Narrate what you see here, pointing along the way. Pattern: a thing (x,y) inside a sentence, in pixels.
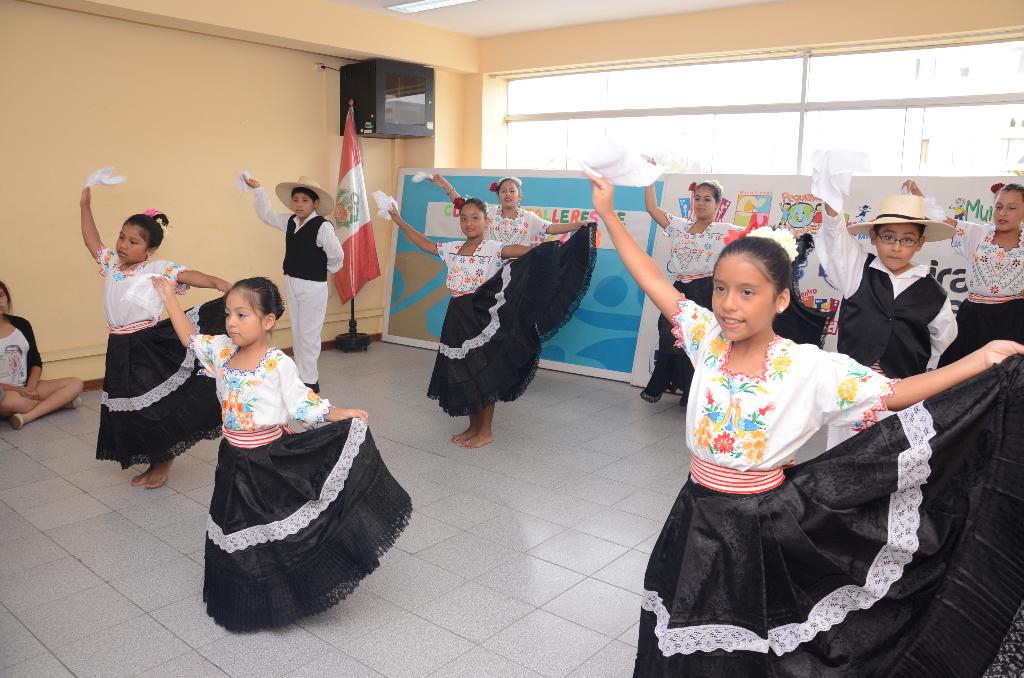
In this image there are few kids (504,251) who are dancing by wearing the costume (817,478). In the background (612,283) there are banners (605,282). At the top (551,28) there is ceiling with the lights (417,11). On the floor (355,374) there is a flag (366,217). At the top (411,76) there is a device (398,109) which is attached to the wall (334,102).
